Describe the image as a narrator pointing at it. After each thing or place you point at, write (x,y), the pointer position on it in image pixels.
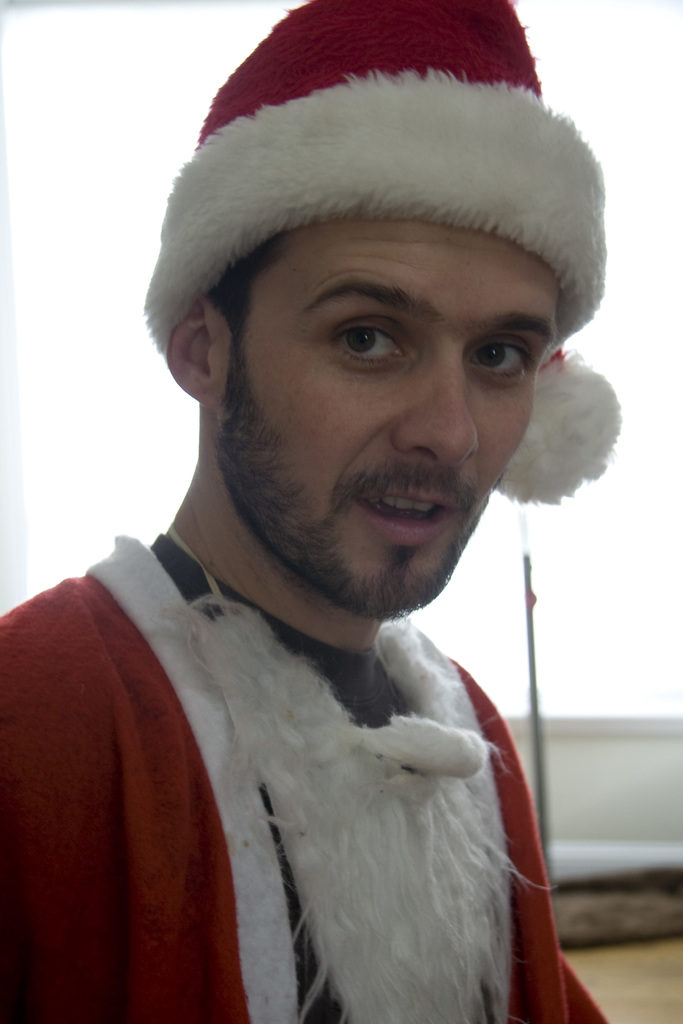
In this picture I can observe a man (371,541) in the middle of the picture (261,507). He is wearing red and white color dress (263,874) along with a cap (332,208) on his head (353,413). The background (28,274) is blurred.
